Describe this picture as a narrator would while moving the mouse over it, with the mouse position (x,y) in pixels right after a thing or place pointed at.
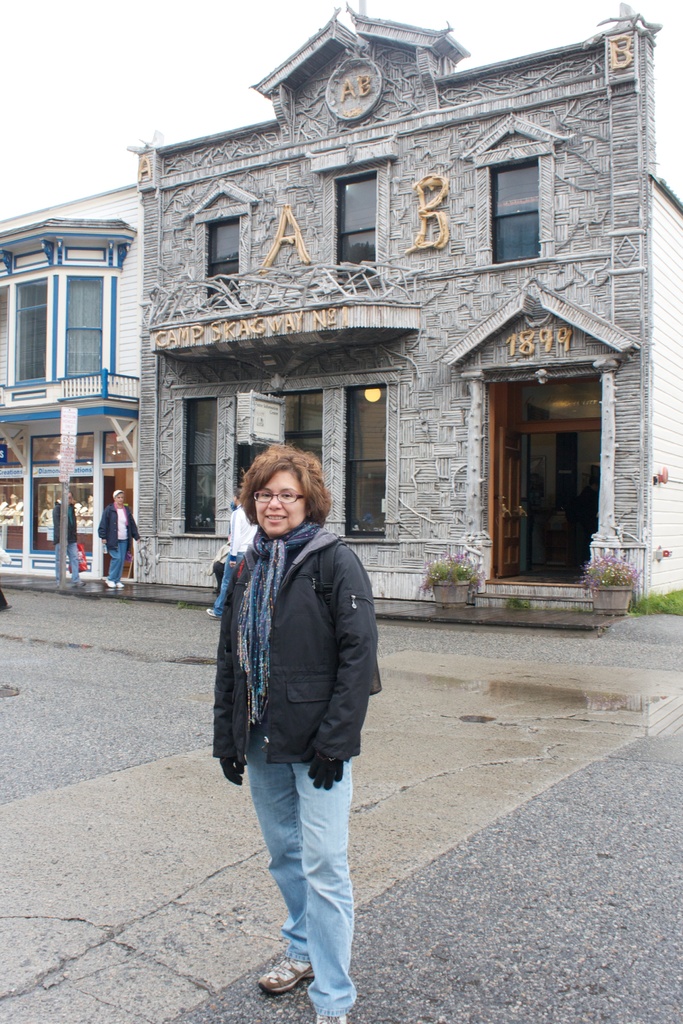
In this image, we can see some people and the ground (176,600). There are a few buildings (287,183). Among them, we can see a building (330,281) with some text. We can see some plants (620,573) in pots (607,593). We can see some grass (680,596) and the sky (79,24).
